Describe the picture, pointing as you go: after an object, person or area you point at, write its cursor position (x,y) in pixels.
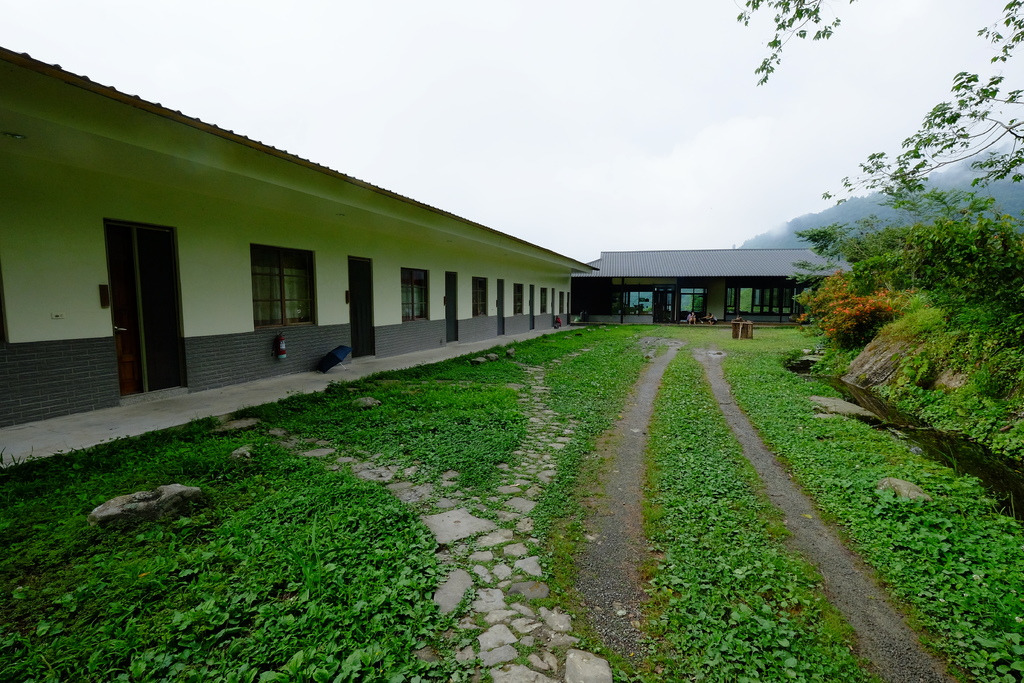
In the foreground (415,449) the picture there are plants (453,623), grass (573,549) and stones (524,570). On the right (928,282) there are plants (949,277) and trees (944,220). In the center of the picture (514,287) there is a building (362,310), to building (287,313) there are doors (455,290) and windows (404,289). Sky (704,146) is foggy.
